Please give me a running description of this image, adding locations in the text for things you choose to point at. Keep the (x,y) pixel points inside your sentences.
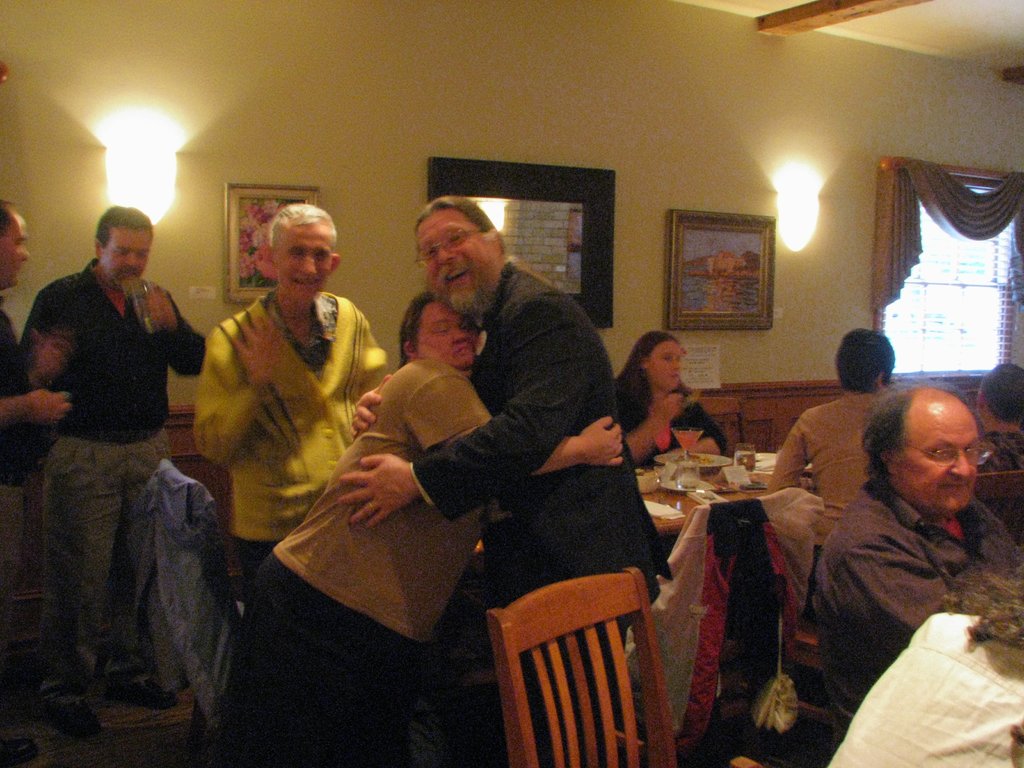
In this image I can see the group of people (507,534) with different color dresses (426,553). There is a table (688,502) in-front of few people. On the table (677,526) I can see the plates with food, glasses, bowls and few objects (663,506). In the background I can see the lights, frames (511,176) and the window (953,252) to the wall (503,149). I can see the curtain (916,206) to the window (933,252).
